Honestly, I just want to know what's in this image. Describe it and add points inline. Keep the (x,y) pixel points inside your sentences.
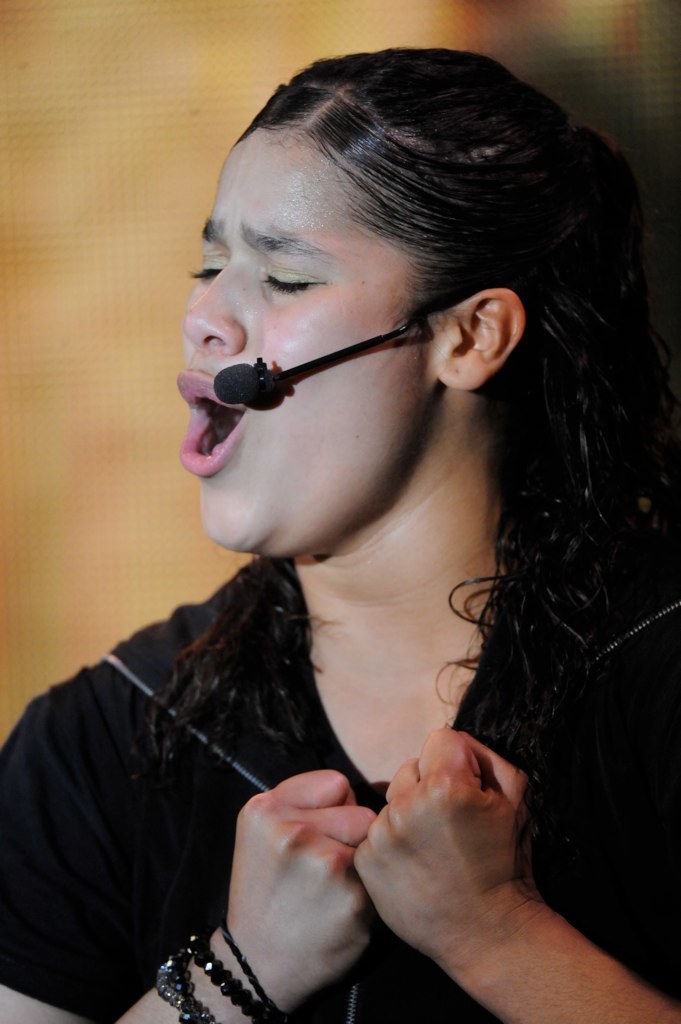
In the image we can see a woman (190,774) wearing clothes (213,822) and bracelet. Here we can see the microphone (288,371) and the background (80,263) is blurred. It looks like she's singing.
